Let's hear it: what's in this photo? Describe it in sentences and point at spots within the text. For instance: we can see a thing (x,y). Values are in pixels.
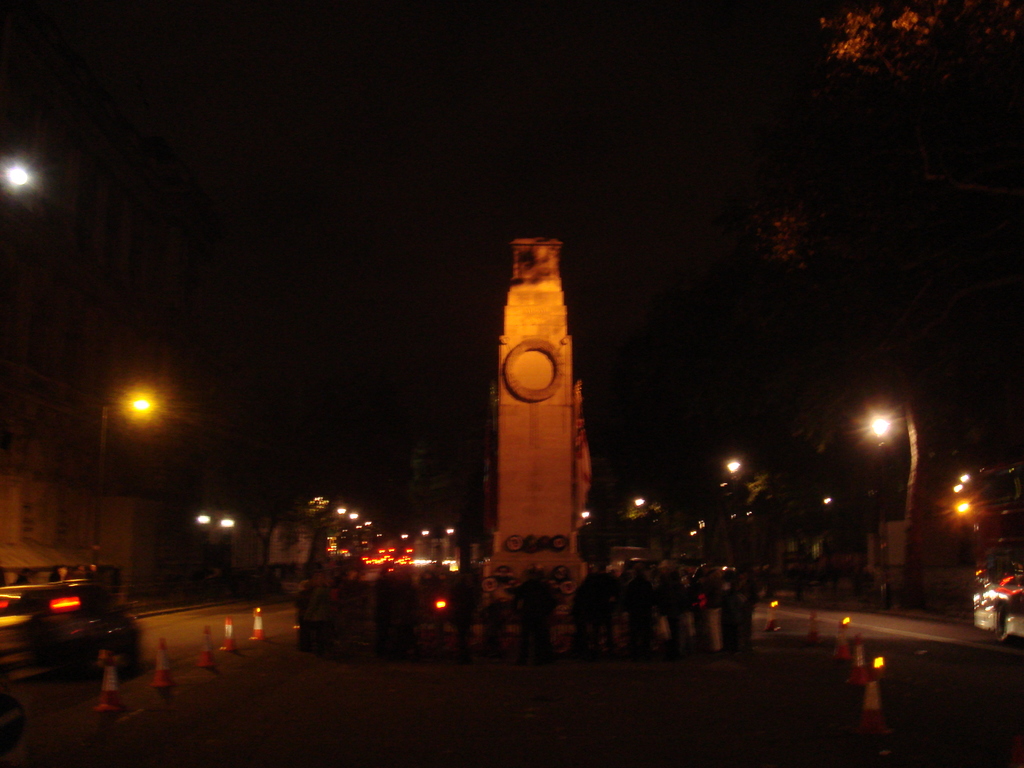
In the center of the image (551,357), we can see a tower (515,393) and in the background (828,497), there are people (702,616), lights (373,562), trees (799,414), some vehicles (138,651), traffic cones (209,645) and boards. At the bottom (437,711), there is a road (477,675) and at the top (425,126), there is sky (425,126).
